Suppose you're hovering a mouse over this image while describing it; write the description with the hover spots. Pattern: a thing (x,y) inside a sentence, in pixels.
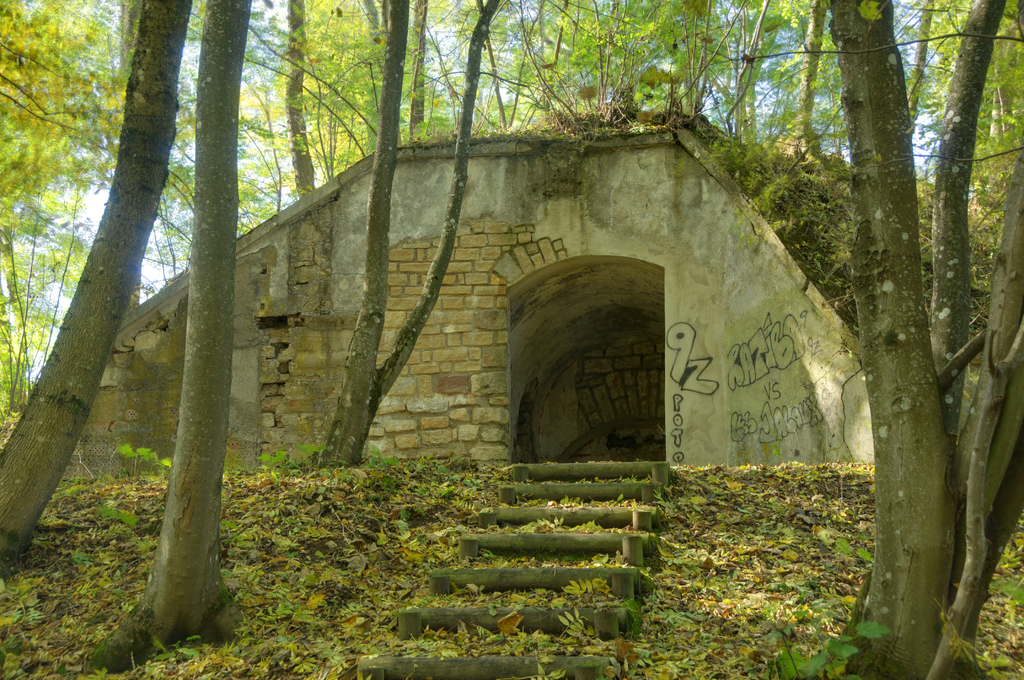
In this image I can see few stairs (514,553), few leaves (351,609) on the ground (342,573), few trees (238,53) and a concrete structure (808,384) which is made up of bricks (432,343). In the background (412,46) I can see few trees (272,143) and the sky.
